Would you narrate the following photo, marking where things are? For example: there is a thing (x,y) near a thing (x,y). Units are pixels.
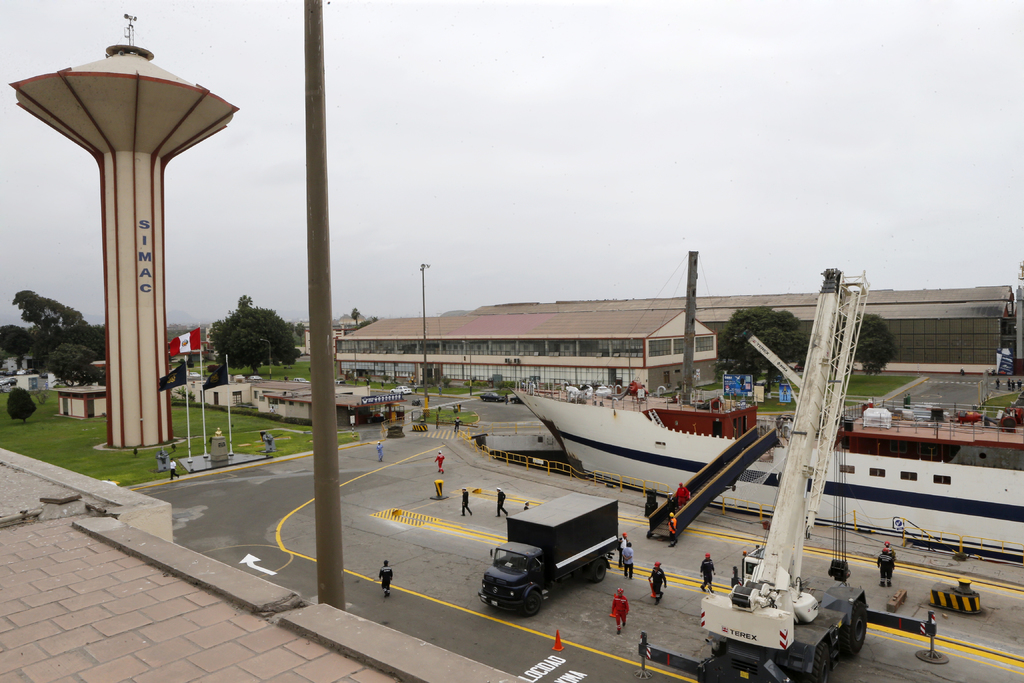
In this picture I can see group of people (677,487), there are vehicles (780,606) on the road (996,655), there is a cone bar barricade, there is a ship (1018,410), there are houses (276,401), flags (187,376) with the poles (229,430), sheds (399,404), trees (727,362), a statue (224,452), a tower (165,427), and in the background (504,168) there is sky (637,139).
